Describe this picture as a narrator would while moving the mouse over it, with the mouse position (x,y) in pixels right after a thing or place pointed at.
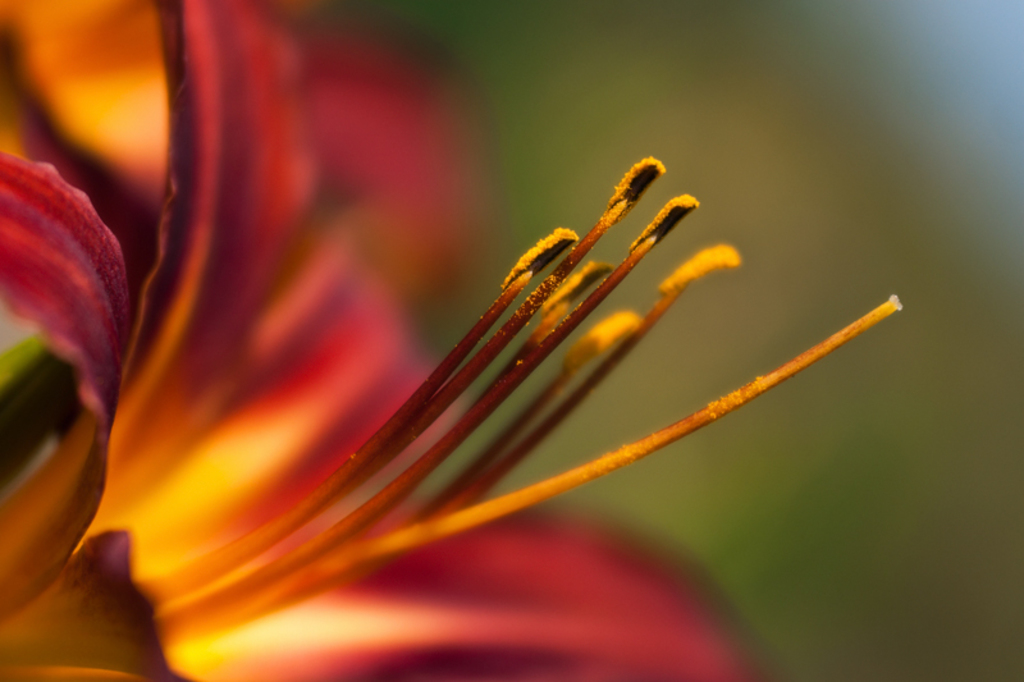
This picture contains flower (173,436) and the pistil (263,589). This flower (224,508) is in red and orange color. In the background (757,538), it is green in color and it is blurred in the background (582,136).
